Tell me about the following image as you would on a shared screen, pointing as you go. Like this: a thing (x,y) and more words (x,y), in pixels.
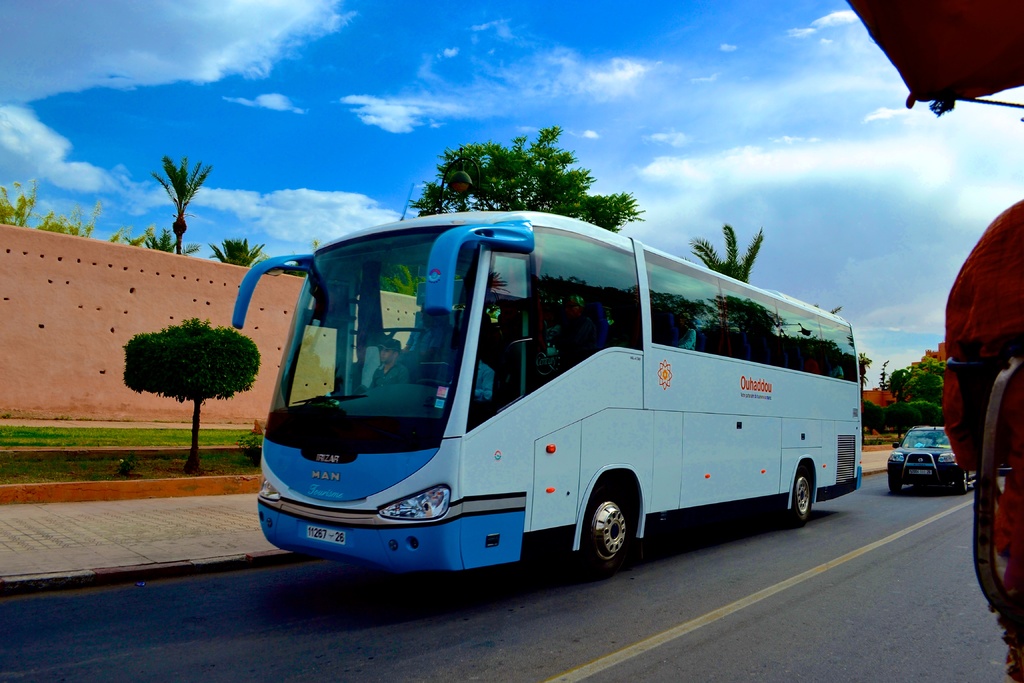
In this picture we can see a bus (751,489) and a car (923,448) on the road (745,577). There are plants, grass (57,428), wall (66,260), and trees (240,383). In the background (655,226) there is sky (688,175) with clouds (742,158).
